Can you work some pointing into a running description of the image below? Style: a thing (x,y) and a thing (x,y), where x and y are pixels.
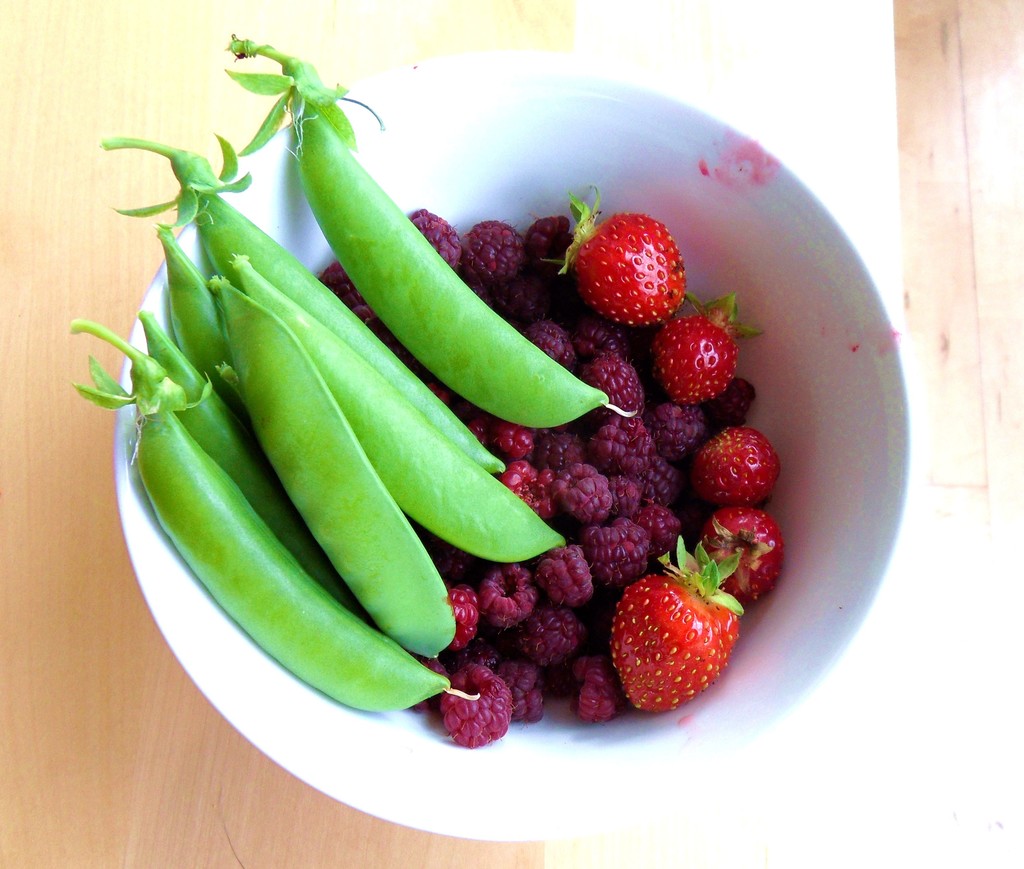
In the foreground of this image (419,576), in a bowl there are beans (389,566), raspberries (661,487) and strawberries (714,469) placed on a wooden surface (153,826).
